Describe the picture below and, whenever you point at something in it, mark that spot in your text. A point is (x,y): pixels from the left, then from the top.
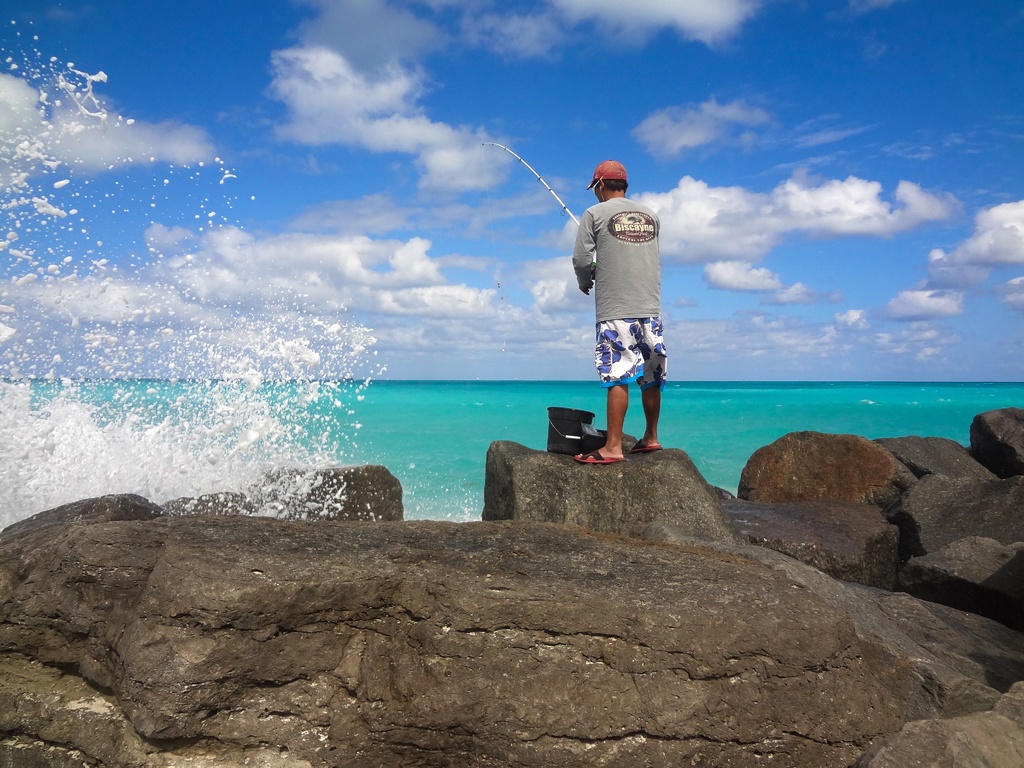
In this picture we can see a person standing on a rock (653,529), he is holding a fishing rod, here we can see rocks (679,517), bucket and some objects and in the background (376,305) we can see water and sky (362,300) with clouds (364,319).
